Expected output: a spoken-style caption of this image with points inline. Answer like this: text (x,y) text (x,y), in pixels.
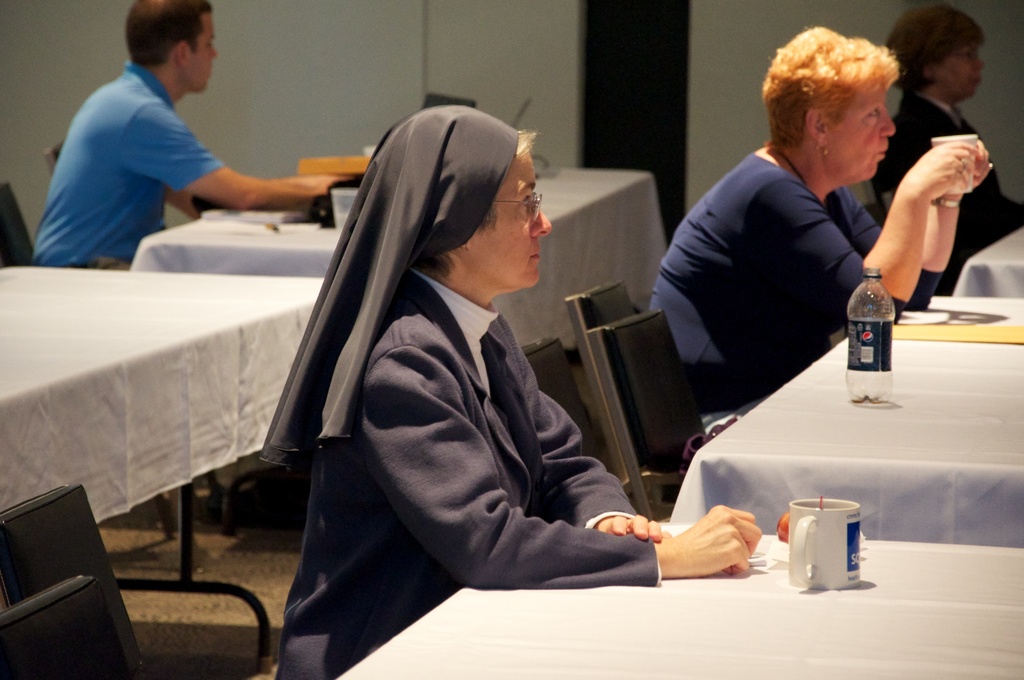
In this image we can see four persons (475,397), one of them is holding a cup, there are tables (638,224) in front of them, on the tables (750,458) there is a mug (813,565), papers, a bottle (857,291), and some other objects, also we can see the wall (531,95).
